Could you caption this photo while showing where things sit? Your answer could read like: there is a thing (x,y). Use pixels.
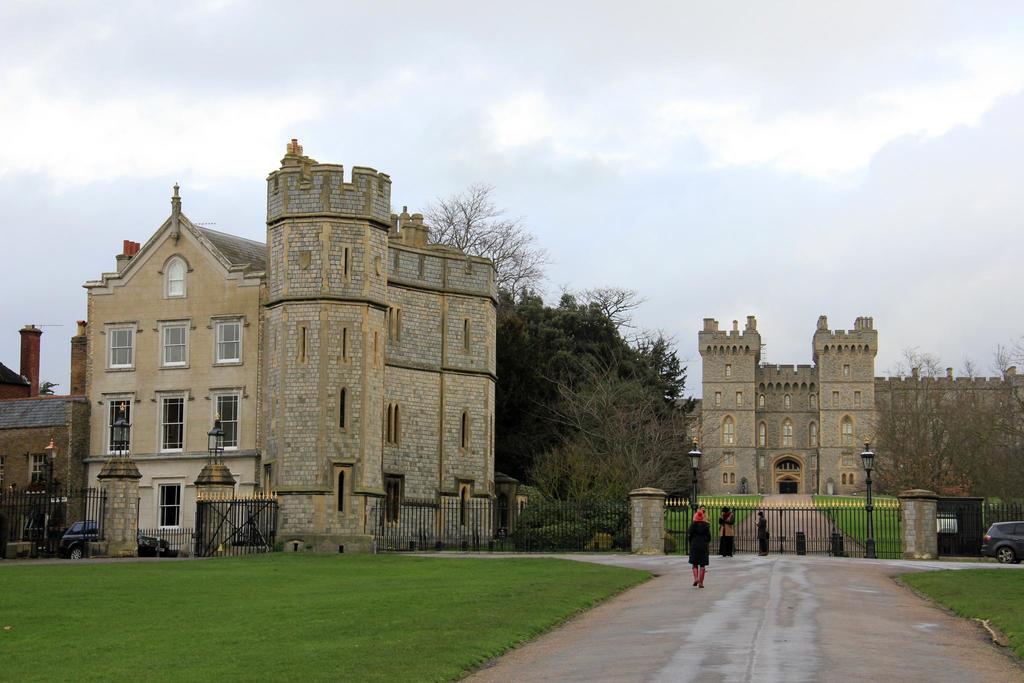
In this picture I can see few people (706,565) are on the road (715,619), around we can see some buildings (424,456), trees (536,372), grass (447,659), fencing (438,543) and vehicles (99,534).
